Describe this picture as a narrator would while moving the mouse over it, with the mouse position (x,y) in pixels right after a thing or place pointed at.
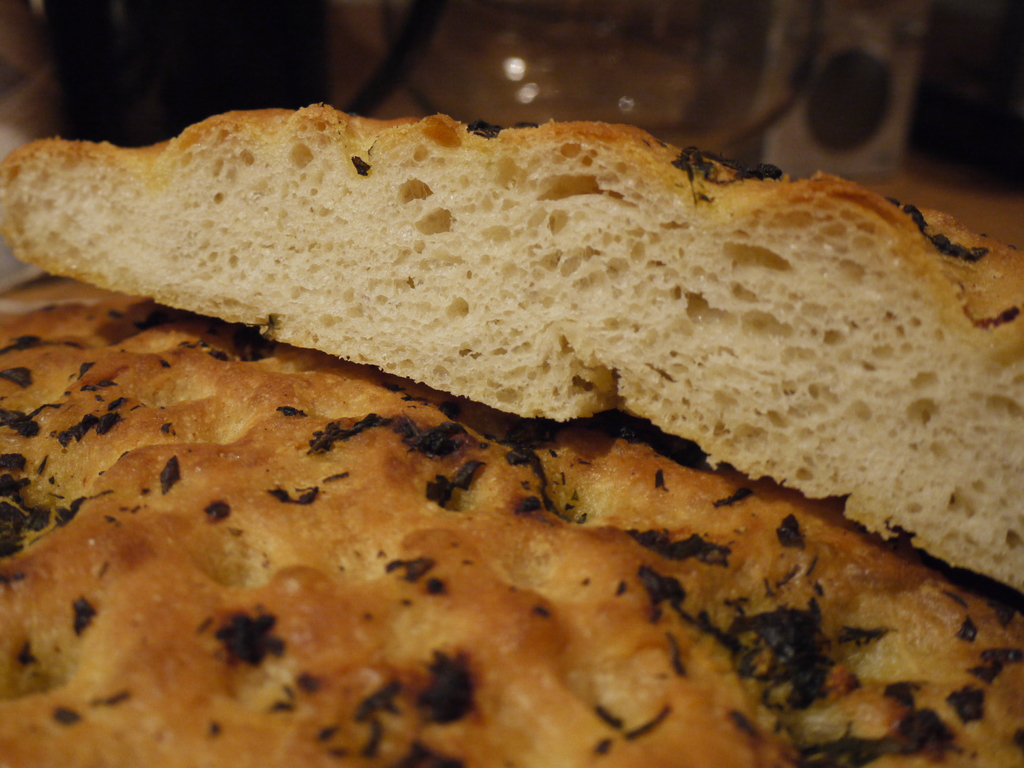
In this image we can see the food item (550,742) which looks like a bread (725,349) and the background (825,93) image is blurred.
